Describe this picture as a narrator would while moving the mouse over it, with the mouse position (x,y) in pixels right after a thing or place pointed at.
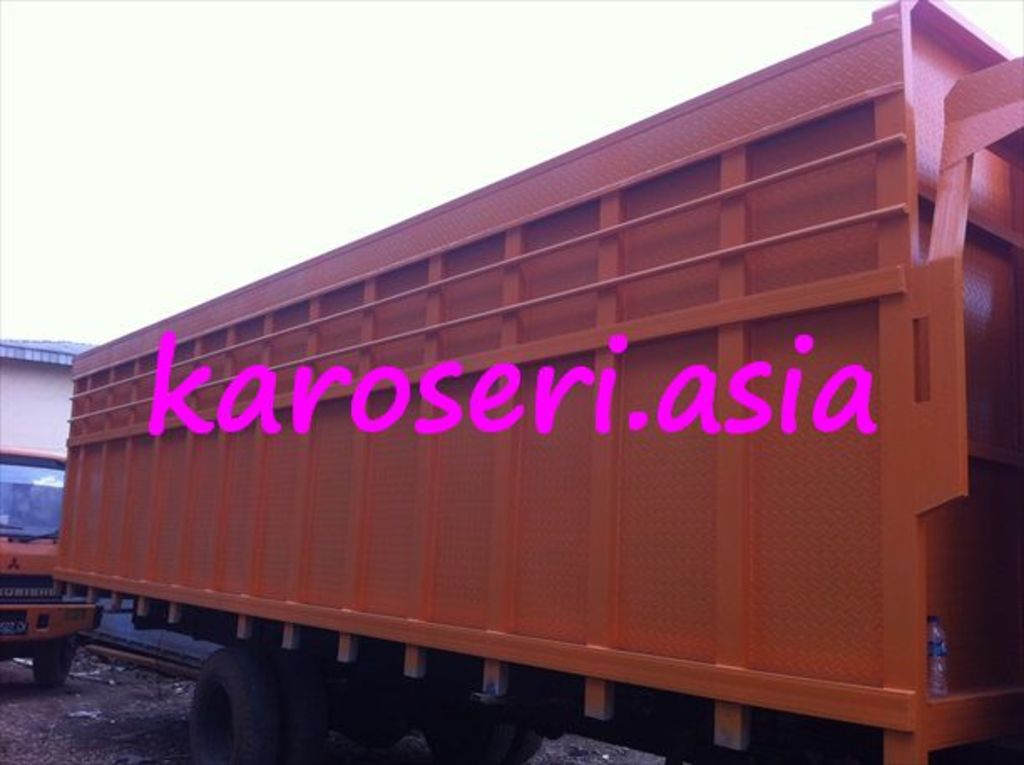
In this image in the center (352,345) there are vehicles (144,530) and there is some text (231,421) written on the image and the sky (290,173) is cloudy.
